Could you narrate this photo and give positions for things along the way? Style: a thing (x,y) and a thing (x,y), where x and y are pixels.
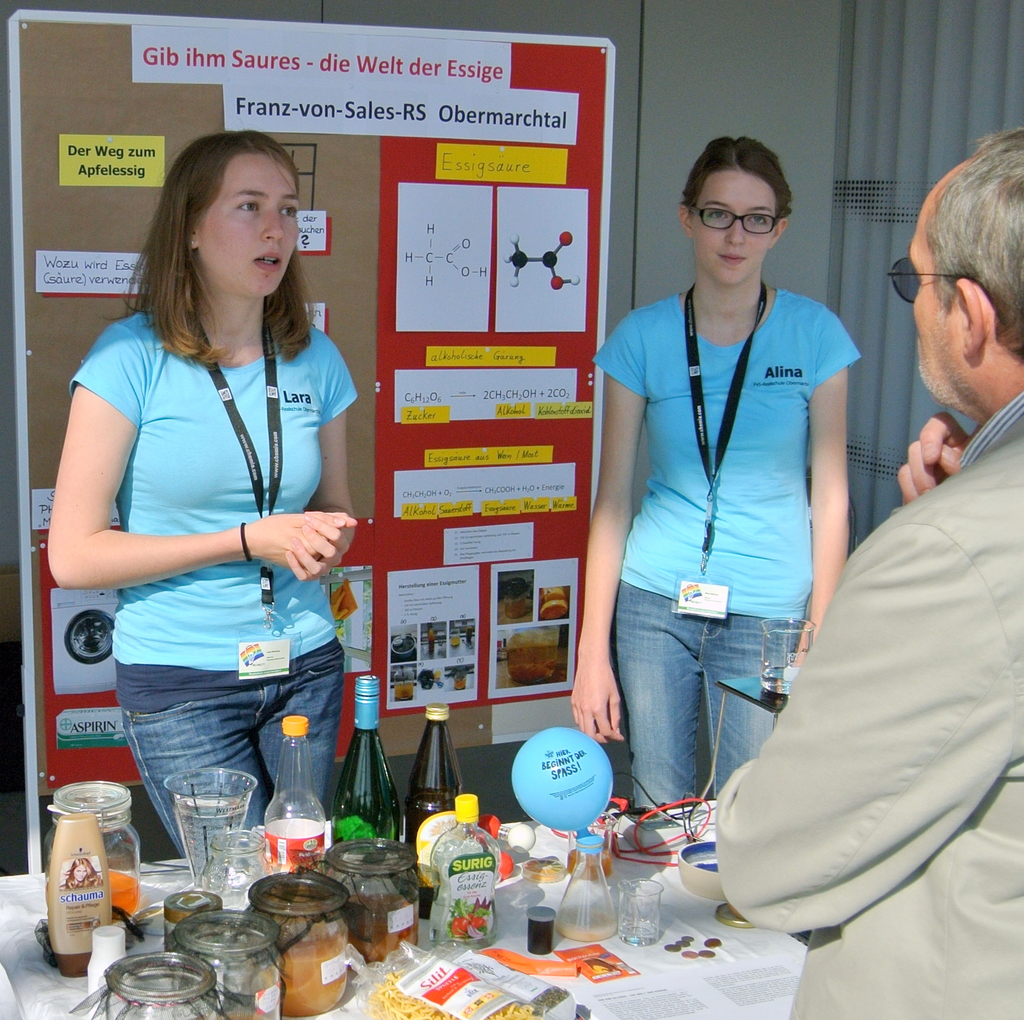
On the right side (985,507) we can see a man (975,540) is standing and there are bottles (469,912), glass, items (289,980) in the jars (292,996), cables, conical flask (600,933) and objects (502,950) are on the table (609,942) and we can see two women (184,568) are standing at the table (513,950). In the background (406,497) we can see posters (371,627) and papers (138,52) on the board (333,290) and we can see the wall (684,171).
